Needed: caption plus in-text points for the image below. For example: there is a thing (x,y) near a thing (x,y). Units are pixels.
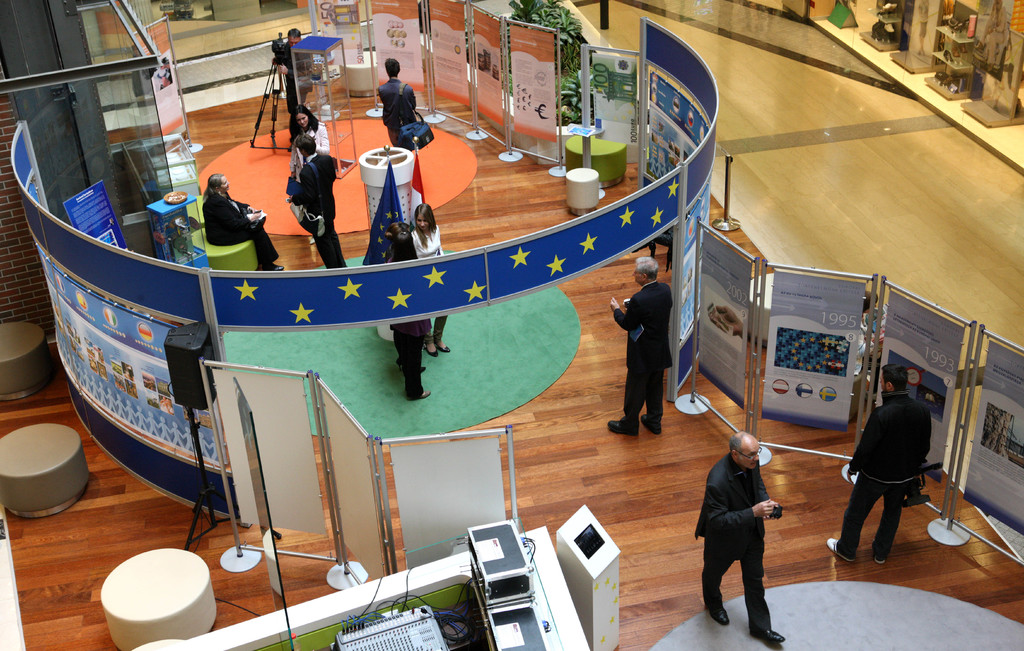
In this image I can see a circular cabin (138,271) with some posters (99,361) and some boards (409,52) with some text (104,207) and images (625,100). I can see a few people (220,206) standing inside the cabin (121,286). I can see some flags (388,197) arranged in the center (387,238) with a pole like design (396,182). I can see a stool (231,255) and a person (289,67) holding a camera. I can see other boards (817,298) outside the cabin (691,87), On the right hand side (1001,76) I can see some statues (991,68) in the top right corner (995,19). I can see some electronic devices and boards (438,497) on the left hand side (306,524). I can see some people (752,513) walking.
